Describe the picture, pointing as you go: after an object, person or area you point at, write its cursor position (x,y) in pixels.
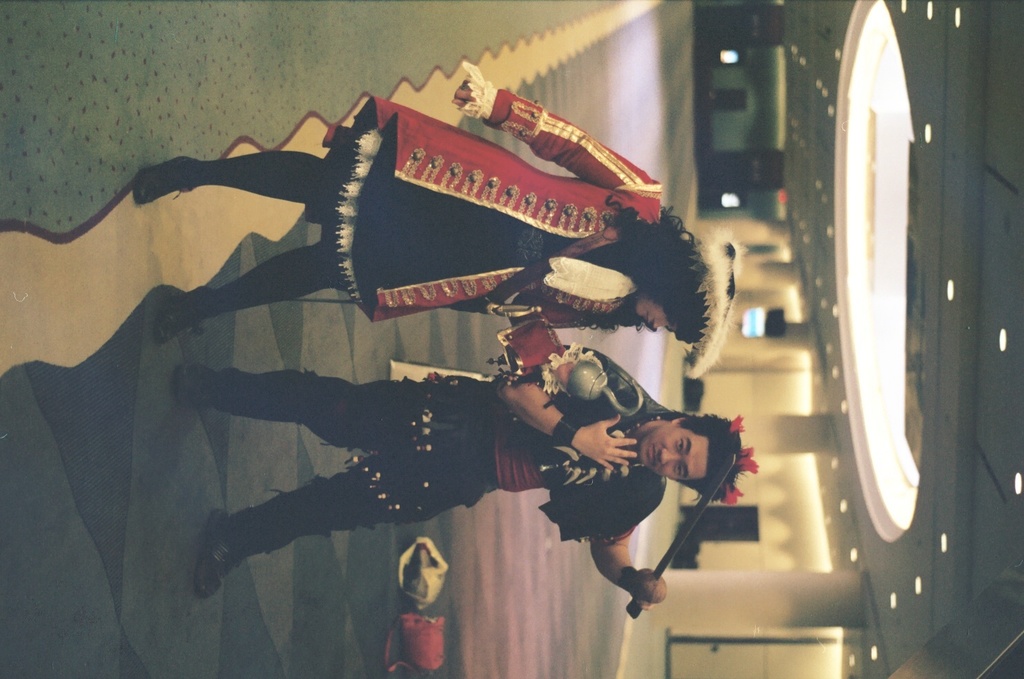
It is the vertical image in which there are two persons (463,270) standing on the ground (121,410). On the left side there is a woman (517,241) who is holding the hook (590,361). On the right side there is a man (554,482) who is holding the sword (711,483). At the top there is ceiling (894,229) with the lights (879,192).
